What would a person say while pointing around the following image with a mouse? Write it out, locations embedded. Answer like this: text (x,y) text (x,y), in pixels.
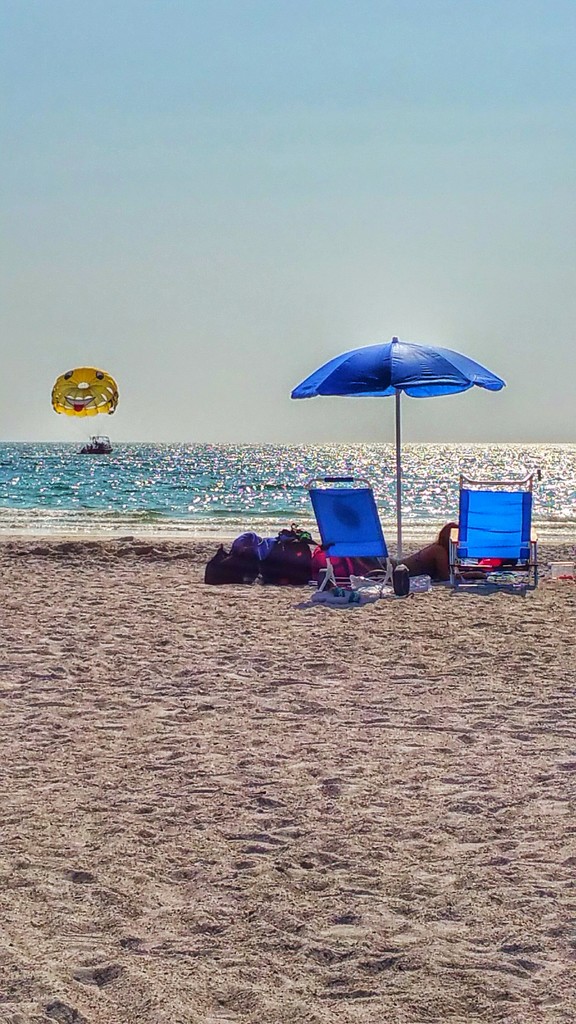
In the image in the center (373,638) we can see chairs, backpacks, bottle (400,582), sand (292,690), blanket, outdoor umbrella (416,360) and one person (431,560) lying. In the background (279,163) we can see the sky (445,148), water (176,514) and parachute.
